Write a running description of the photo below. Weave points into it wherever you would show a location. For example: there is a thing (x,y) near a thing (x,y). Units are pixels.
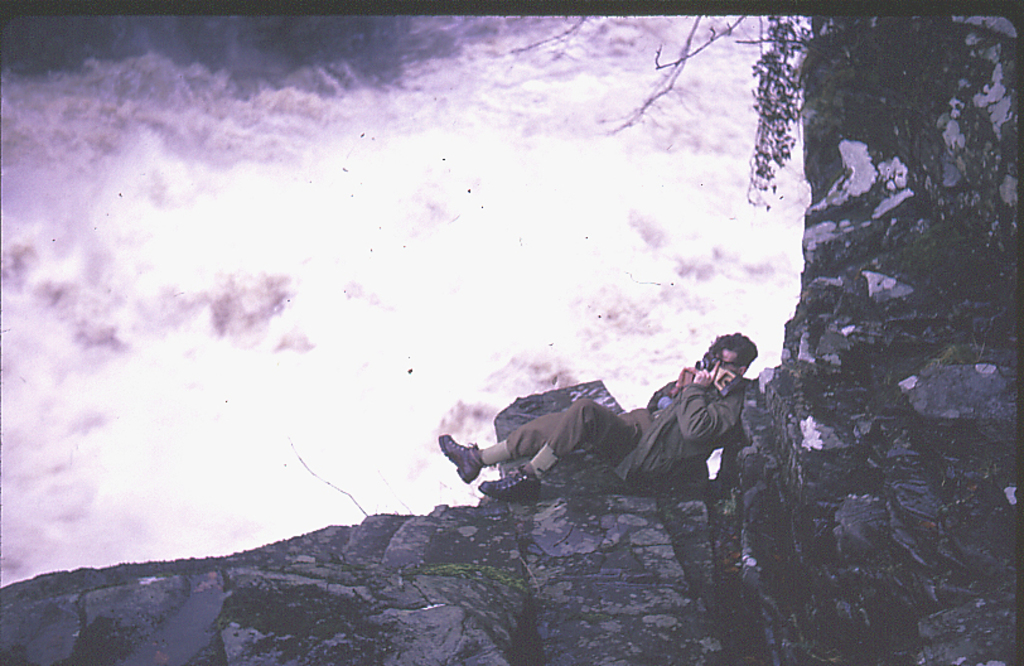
The picture looks like an edited image. In the foreground (904,206) and towards right (903,243) we can see rocks (823,462), plant (792,113) and a person (678,378). At the top (341,99) and towards left (262,278) there is water (401,216).
